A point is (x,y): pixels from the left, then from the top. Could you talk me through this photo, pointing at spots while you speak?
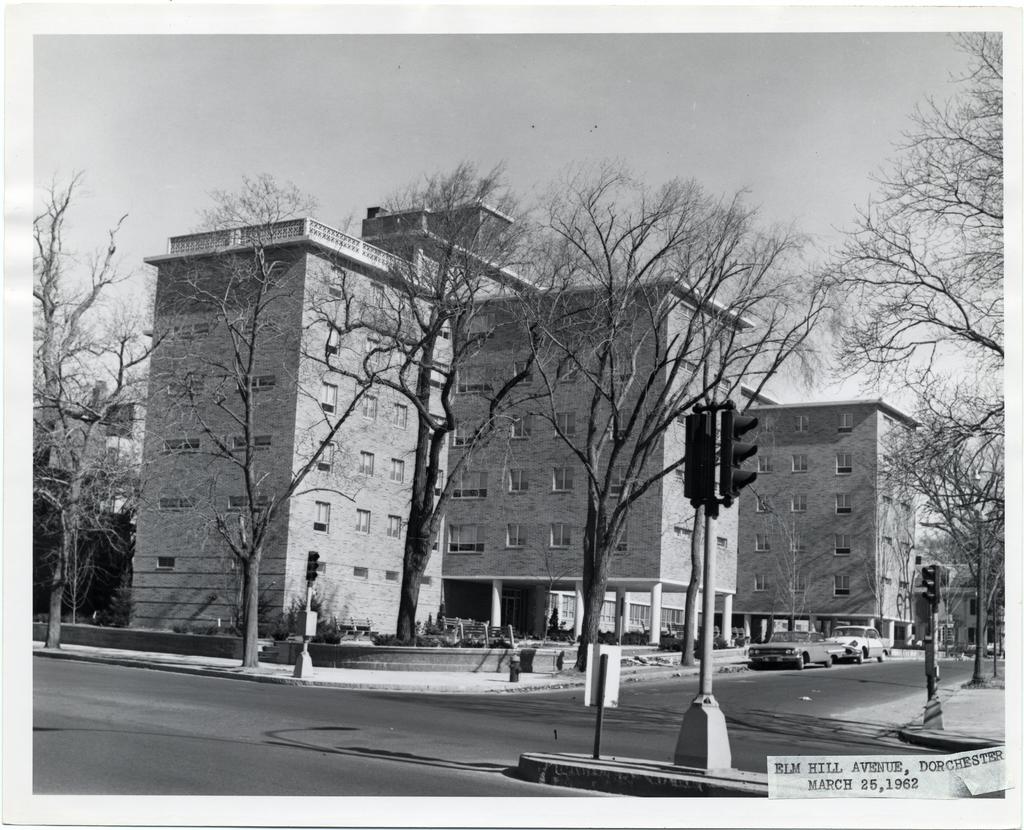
In this image, we can see buildings (465,497) with walls (338,513) and windows (394,464). Here we can see few trees (72,566), traffic signals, poles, board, plants (419,634). At the bottom (398,708), there is a road (751,695). Here we can see few vehicles (864,639). Background (831,125) there is a sky (798,111).
